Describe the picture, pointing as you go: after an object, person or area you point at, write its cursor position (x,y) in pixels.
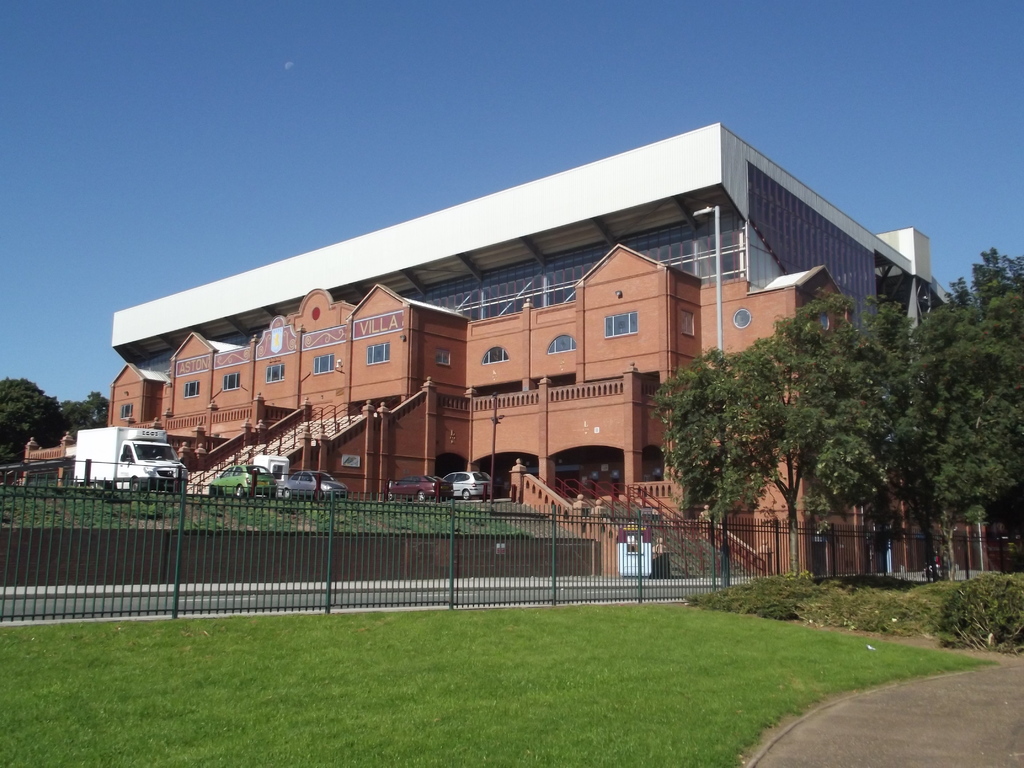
In this image I can see the railing (179,502), few vehicles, trees (741,404) in green color and I can also see the building (401,343) in brown color and the sky (300,130) is in blue color.
